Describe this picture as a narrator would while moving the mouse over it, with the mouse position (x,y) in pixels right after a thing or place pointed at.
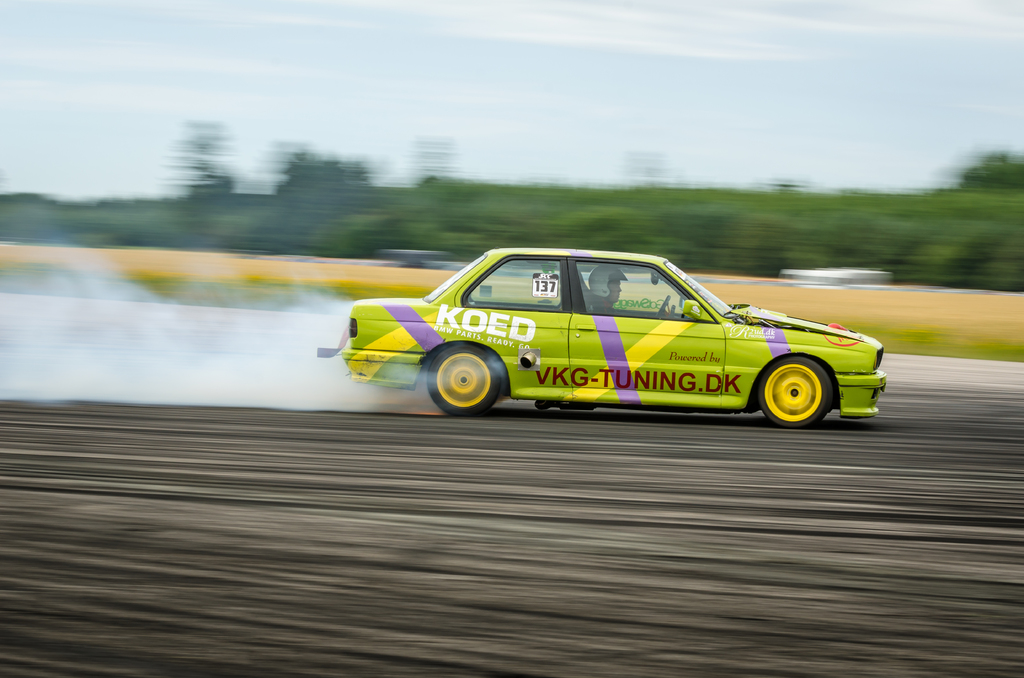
In this image there is a person (627,281) driving a car (441,331), behind the car (405,364) there is smoke (229,350), on the other side of the car (479,323) there are trees (443,212).
